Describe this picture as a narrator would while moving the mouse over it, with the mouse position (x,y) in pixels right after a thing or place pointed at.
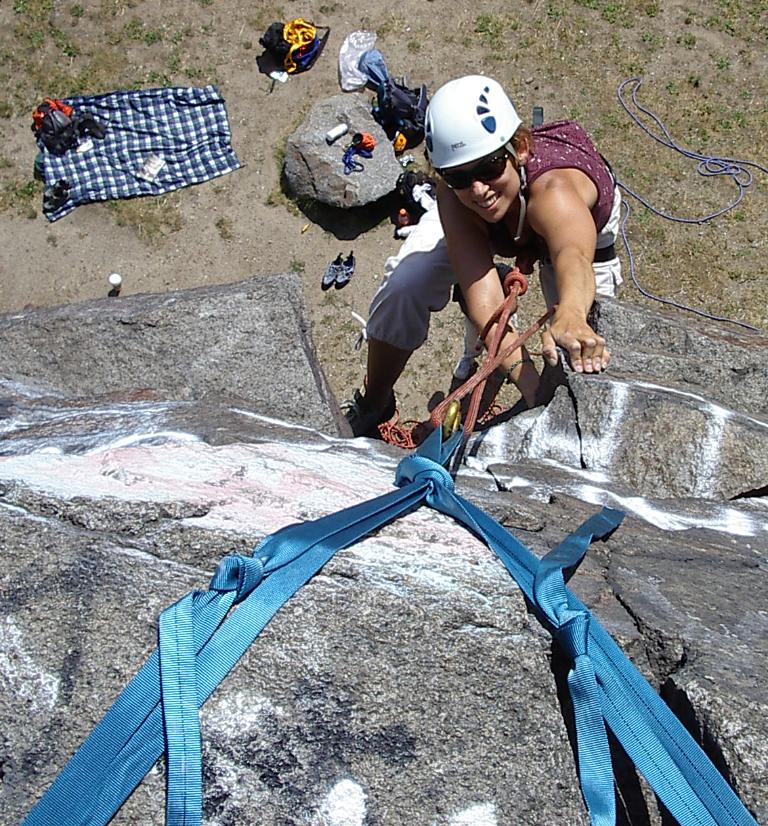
In the picture we can see a woman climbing the rock (706,372) with the help of wires (620,707) and she is with a white color helmet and on the ground (751,222) we can see a cloth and small rock (298,133) and near it we can see some things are placed.
